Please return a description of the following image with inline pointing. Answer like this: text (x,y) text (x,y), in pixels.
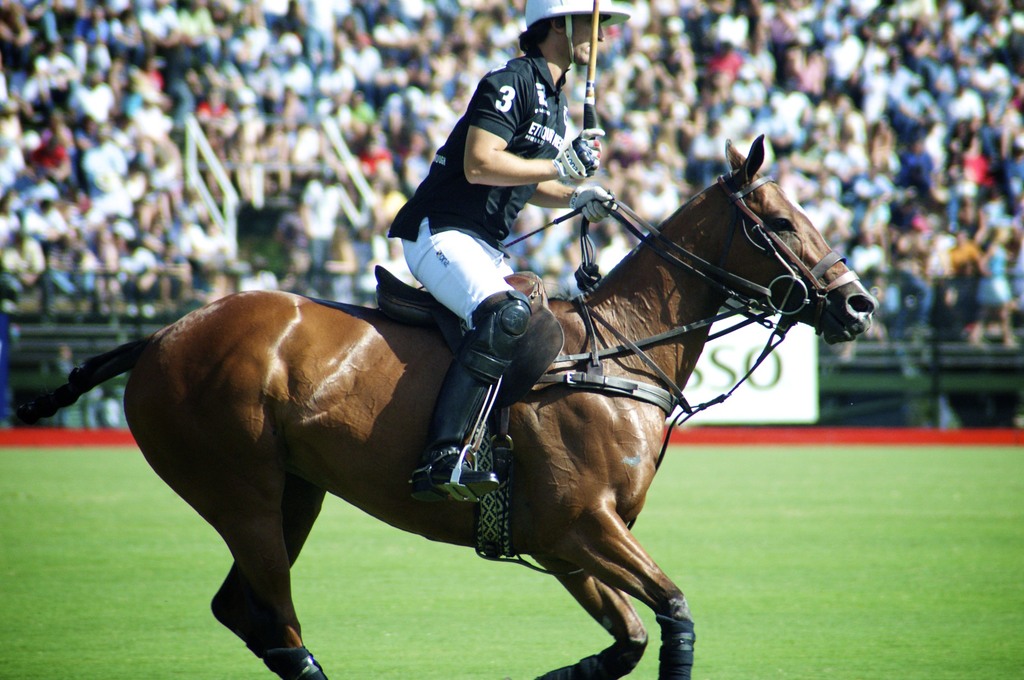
There is a man (491,129) riding horse (268,536) in the ground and people (116,226) watching him in stadium (967,230).
